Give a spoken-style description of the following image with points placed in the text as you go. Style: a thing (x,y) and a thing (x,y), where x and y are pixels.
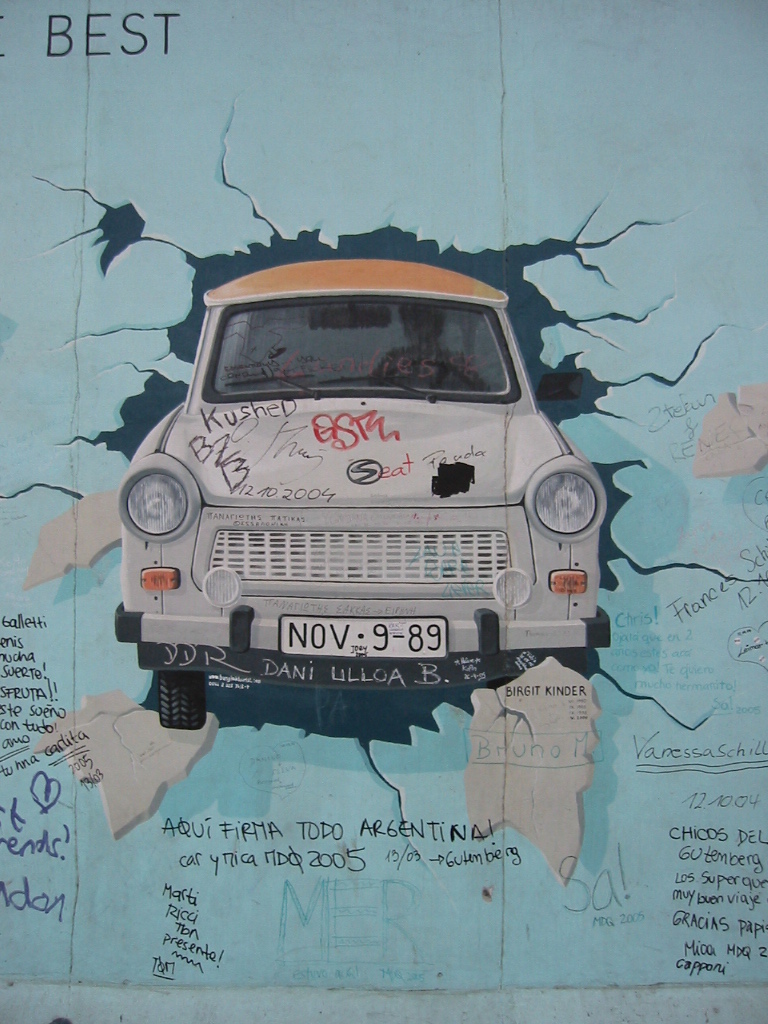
In this image we can see a photo of a car (540,555) with a set of lights (602,492) and some text (350,674) on it.
